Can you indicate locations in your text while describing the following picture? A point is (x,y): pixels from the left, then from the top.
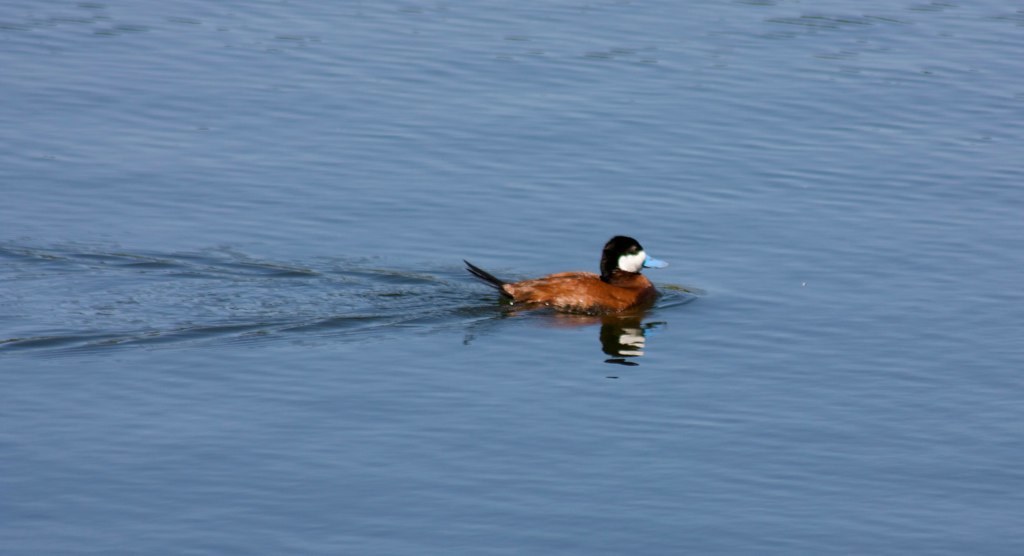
In this picture there is a duck (591,292) in the water (587,411). There is a reflection (607,343) of duck (554,289) on the water (613,360).
